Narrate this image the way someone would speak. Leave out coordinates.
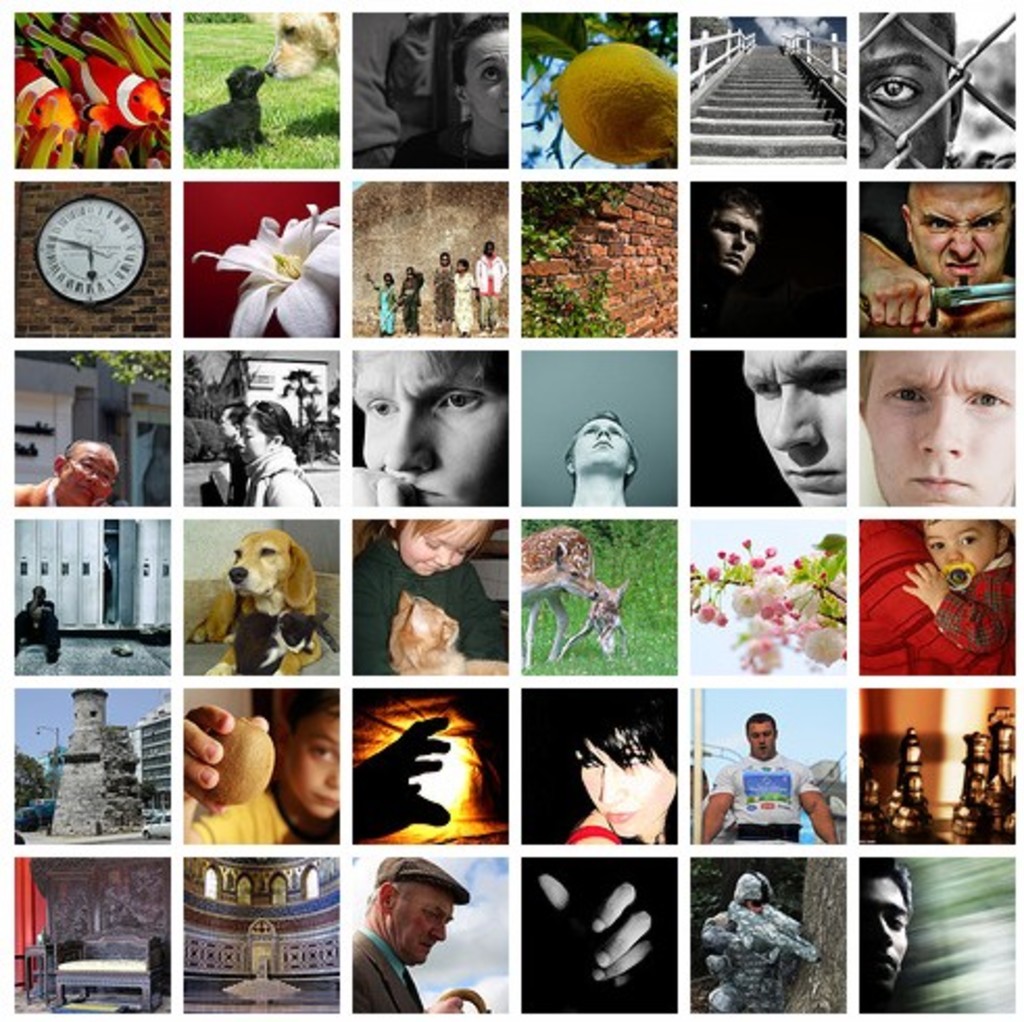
This image is a collage of many different pictures.
